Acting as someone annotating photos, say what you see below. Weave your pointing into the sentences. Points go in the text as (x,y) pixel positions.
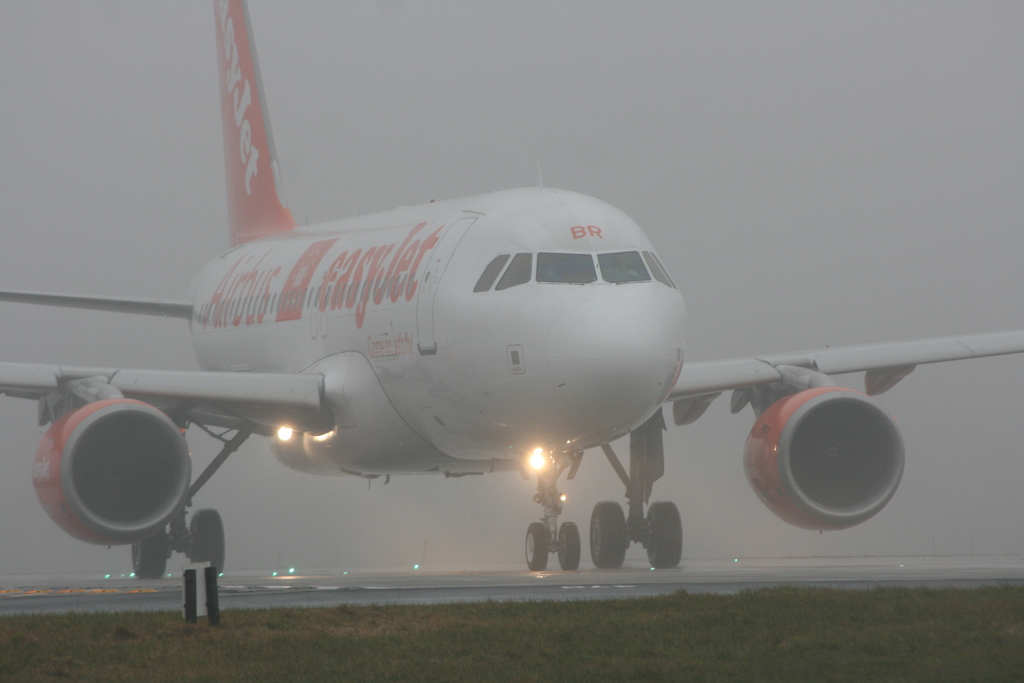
In this picture we can see an airplane (373,354) on the runway (402,589). To the airplane (546,452) there are lights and wheels (203,534). Behind the airplane (310,324) there is fog (719,112).
